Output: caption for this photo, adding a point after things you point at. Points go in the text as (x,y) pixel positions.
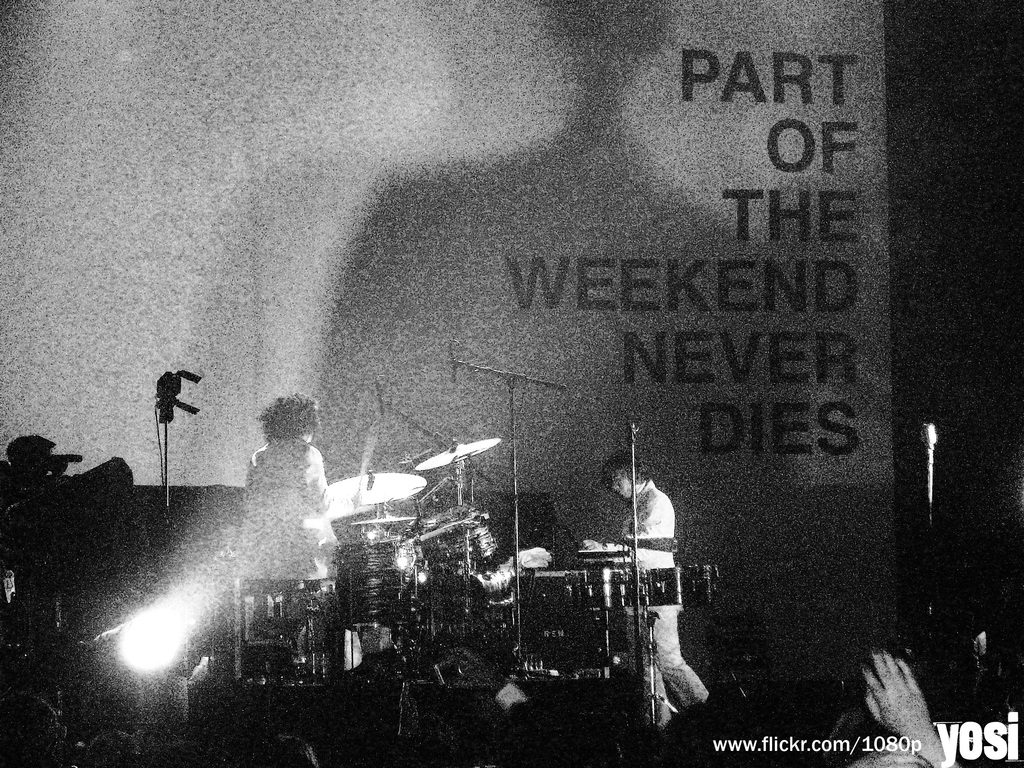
This is a black and white picture, there are two persons (651,488) playing instruments (426,527) on the stage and behind them there is wallpaper (489,190) on the wall (316,131).
